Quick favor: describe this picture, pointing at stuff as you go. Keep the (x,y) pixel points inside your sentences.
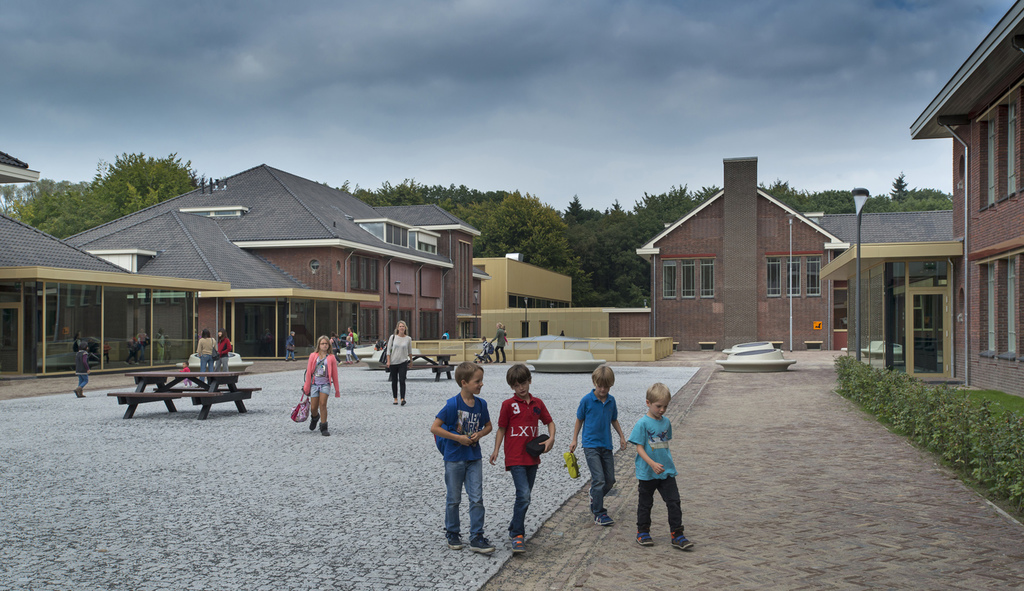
In the image there are many kids (522,437) and women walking on the floor (407,408), there are homes (226,270) all around the land (287,512) with trees (608,246) behind it and above its sky (574,94) with clouds (461,51).
